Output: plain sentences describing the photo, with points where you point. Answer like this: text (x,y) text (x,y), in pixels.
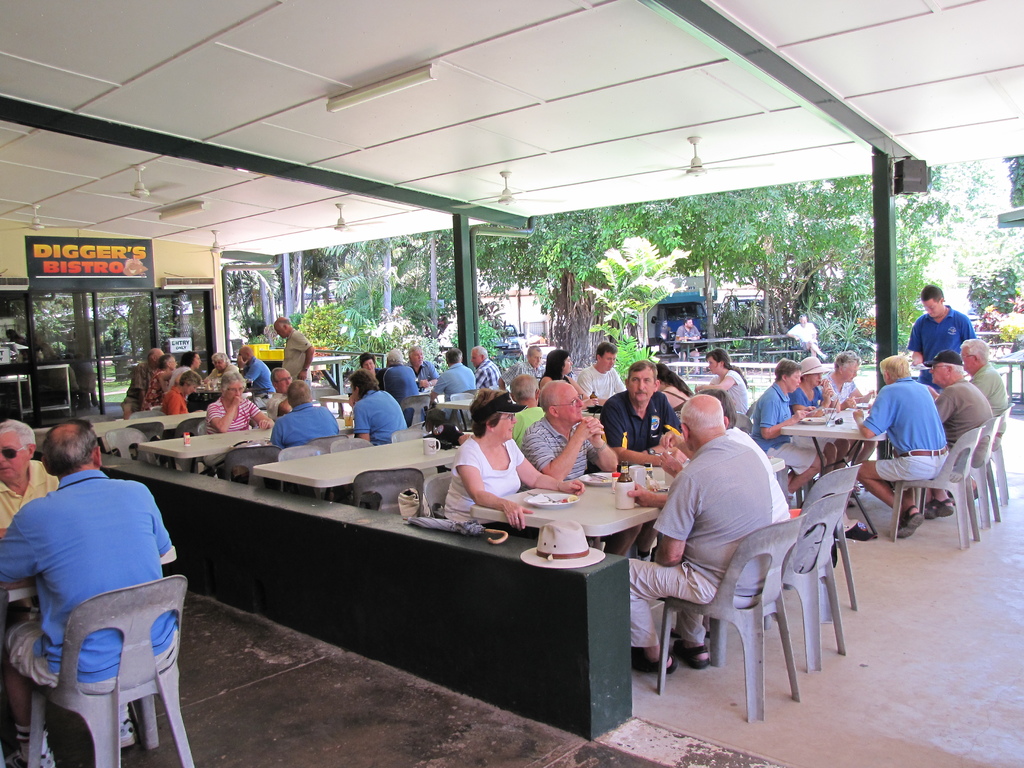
This image is clicked in a restaurant (153,334). There are many people (959,322) in this image. In the background (486,296) there are many trees (623,303) and plants (442,303). To the left (78,301), there is a stall (79,318). There are many tables (373,464) and chairs (795,553) in the image. To the left (65,575), the man (83,555) sitting is wearing a blue t-shirt (84,537).
